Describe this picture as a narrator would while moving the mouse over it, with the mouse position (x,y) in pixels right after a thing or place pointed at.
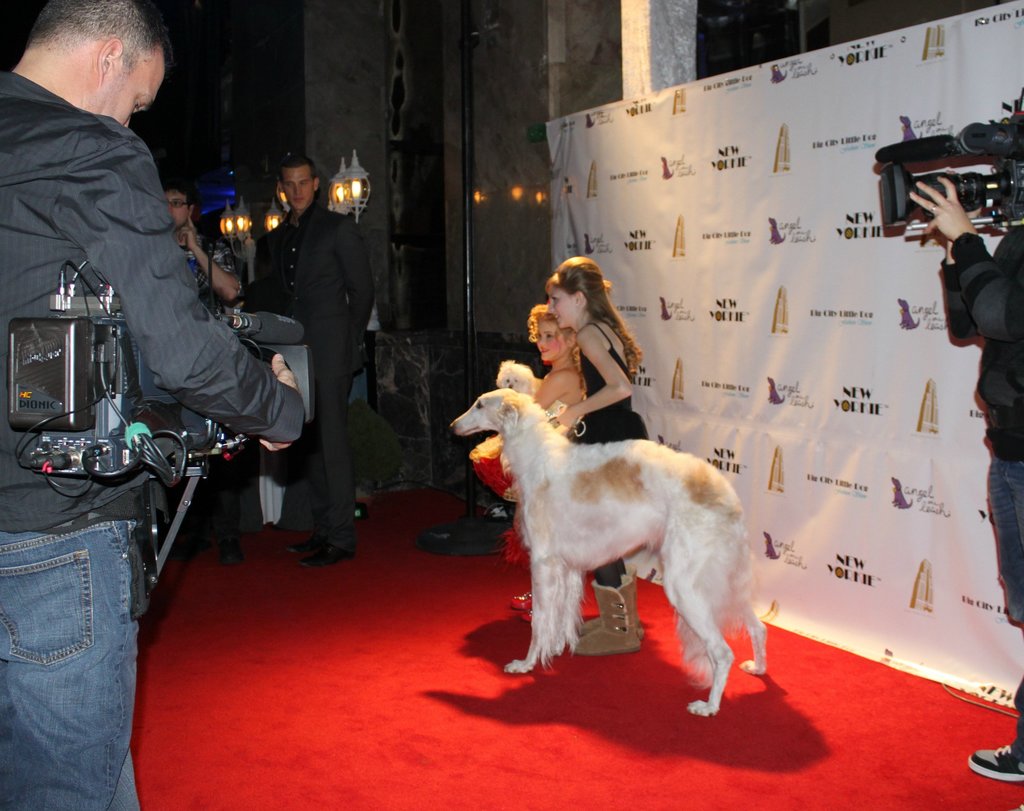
This person (103,136) is standing and holding a camera (154,387). Beside this girl (607,378) there is a animal (572,441). This is banner (703,384). Beside this banner (898,326) a person (986,298) is holding a camera (995,186). Far this person (327,241) wore a suit (323,335). On wall (373,200) there are lights (360,193).
